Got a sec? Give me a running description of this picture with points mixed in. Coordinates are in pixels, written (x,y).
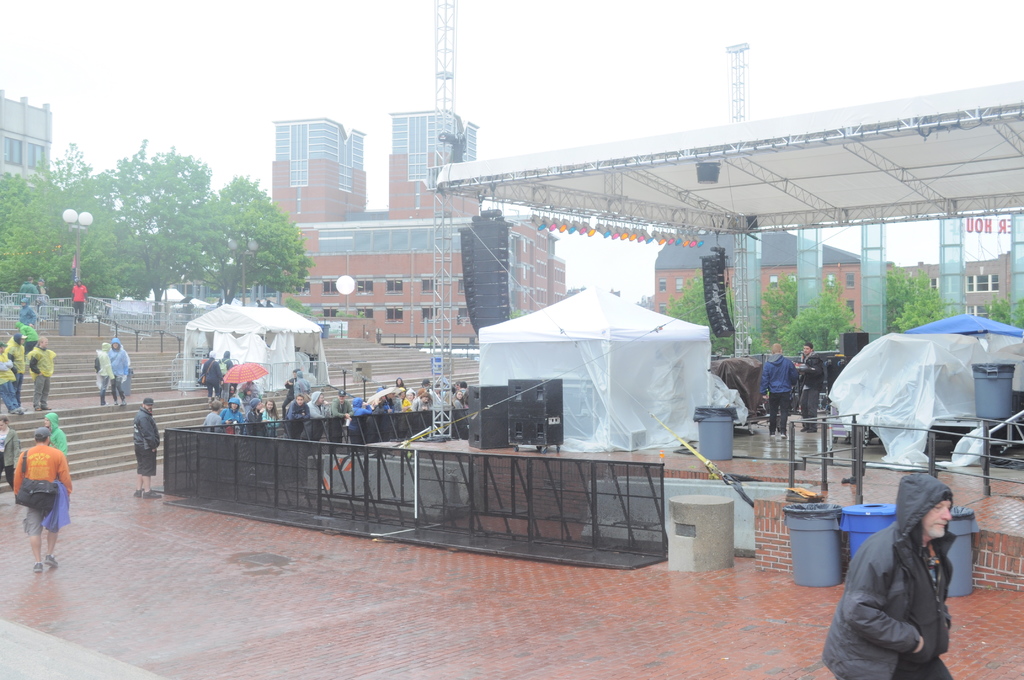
In this image there is the sky (316,42) towards the top of the image (278,45), there are buildings (400,236), there are windows (361,285), there are trees (205,234) towards the left of the image (250,246), there are poles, there is a streetlight (72,212), there are staircase (106,335) towards the left of the image (153,356), there are tents (287,329), there are group of persons (786,372), there is a fencing (191,437), there are dustbins (806,522) on the ground (793,582), there are speakers (519,423), there is roof (786,160) towards the right of the image (754,163), there are objects (949,343) towards the right of the image (978,378).
